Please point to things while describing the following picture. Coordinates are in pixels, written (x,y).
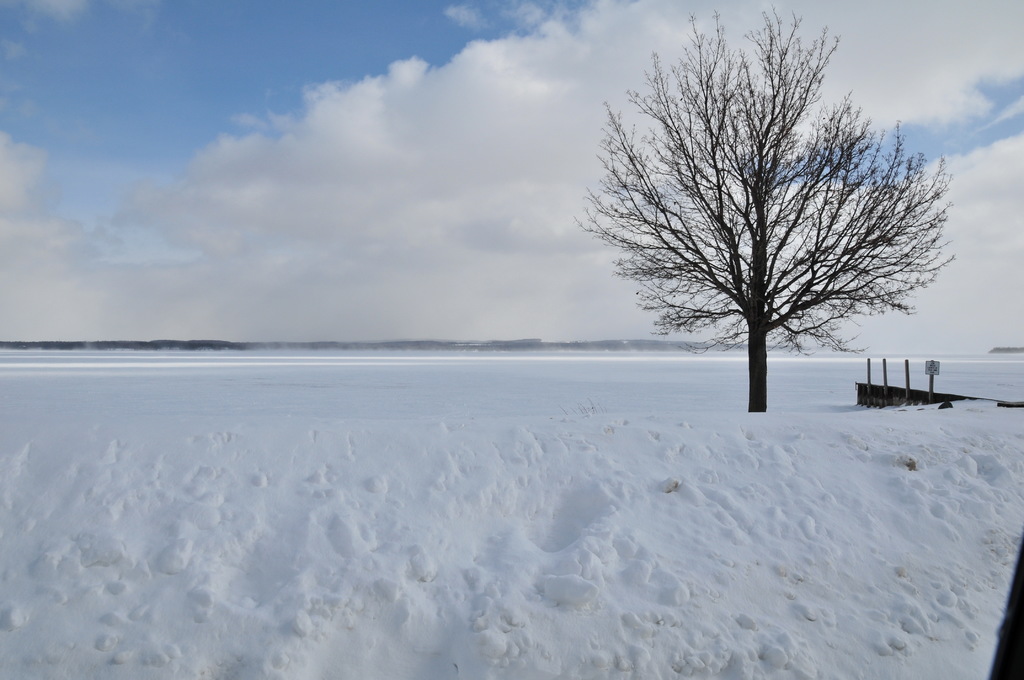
This picture shows a blue cloudy sky (828,171) and a tree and snow (111,595) around.
